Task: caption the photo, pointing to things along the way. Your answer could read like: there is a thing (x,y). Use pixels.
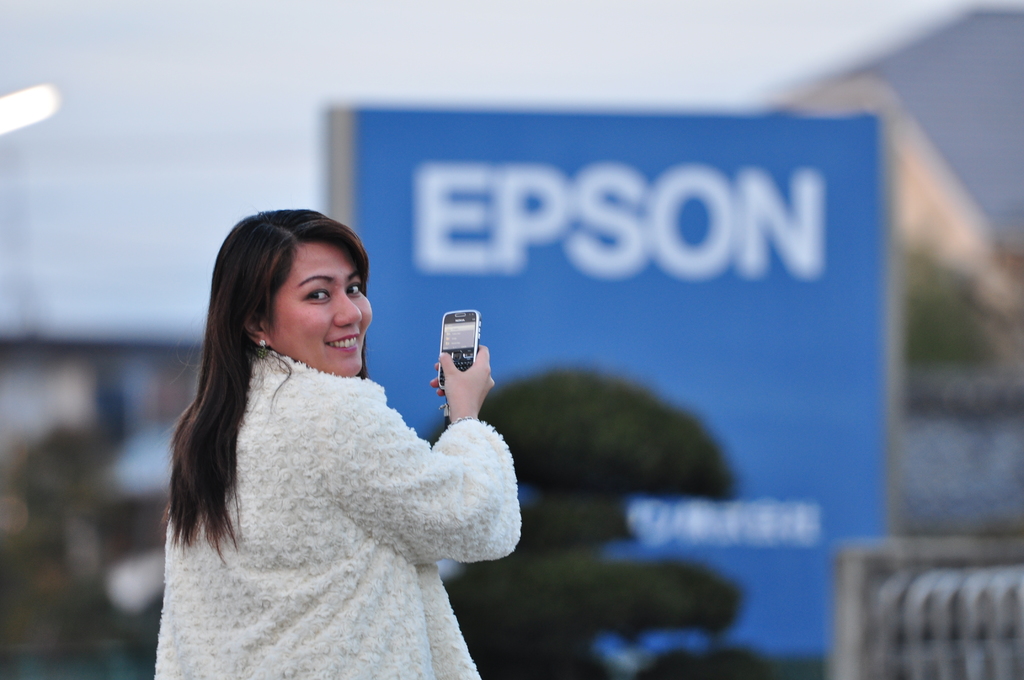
In this image, we can see a woman (318,567) standing and she is holding a mobile phone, in the background (411,169) we can see a blue poster (668,330) and some trees (541,548).
